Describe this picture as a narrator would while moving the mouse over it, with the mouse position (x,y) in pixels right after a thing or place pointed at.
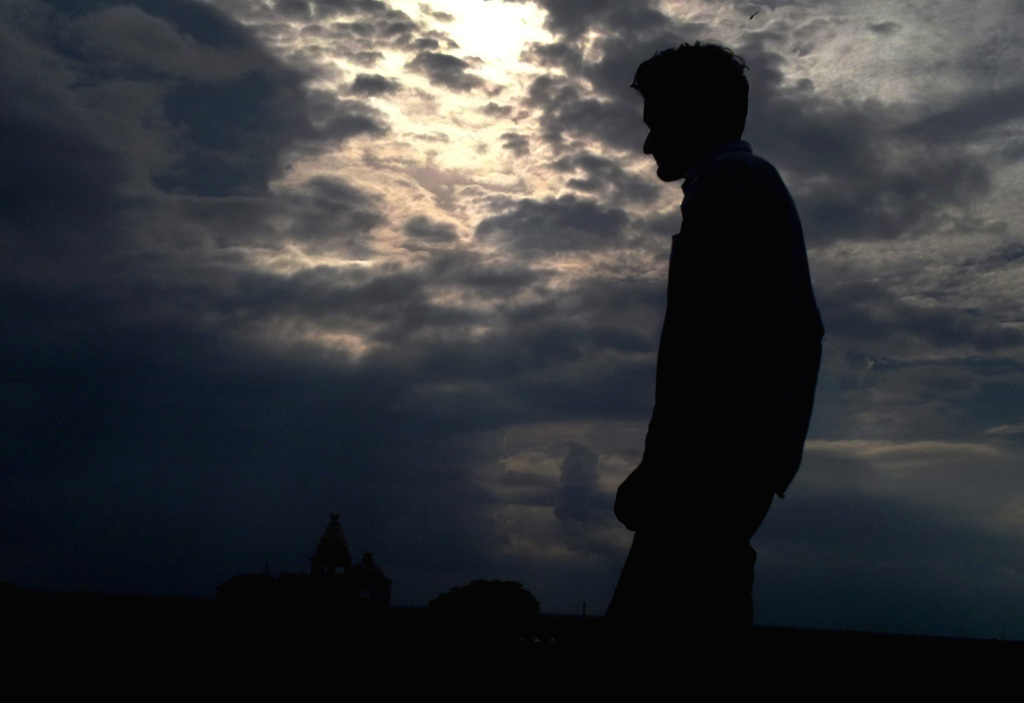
In this image we can see a man (663,395). The sky (578,402) is covered with clouds (868,248). At the bottom of the image (495,617), we can see a building (375,591) and a tree (486,606).
